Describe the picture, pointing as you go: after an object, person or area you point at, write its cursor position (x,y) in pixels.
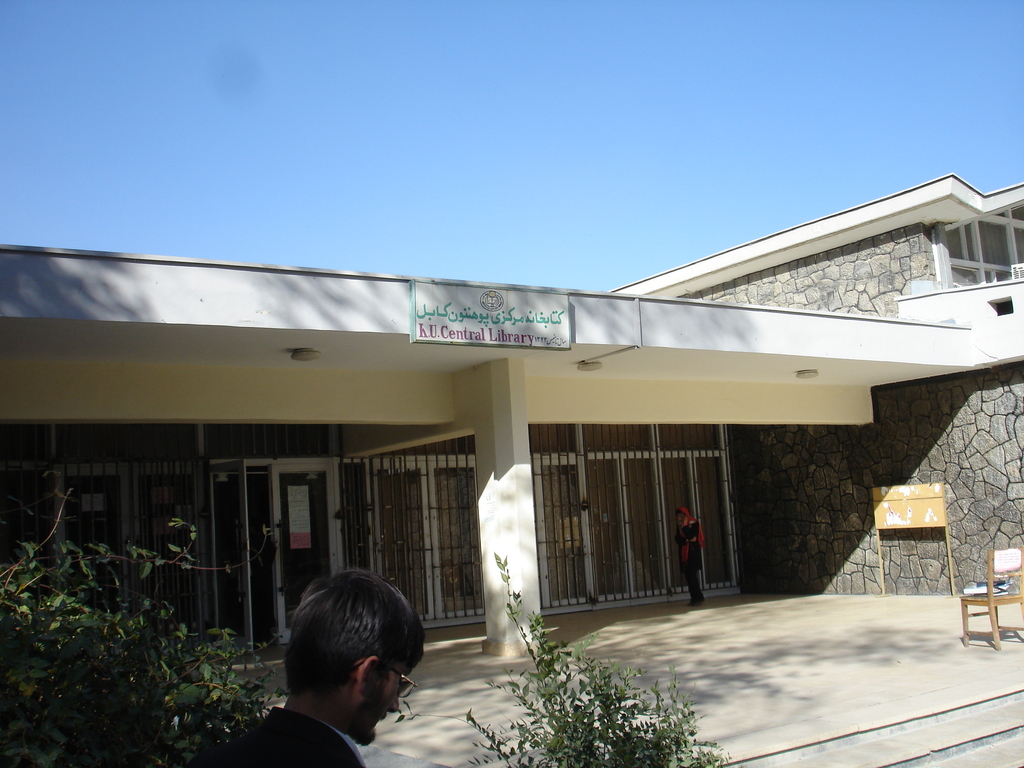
There is a person (311,675) wearing specs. Near to him there are plants (618,729). In the back (404,353) there is a building (456,381) with name board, pillar (497,492), brick wall (806,443), windows (458,521) and doors (273,525). Also there is a chair (990,594). In the background (563,125) there is sky (607,125).
